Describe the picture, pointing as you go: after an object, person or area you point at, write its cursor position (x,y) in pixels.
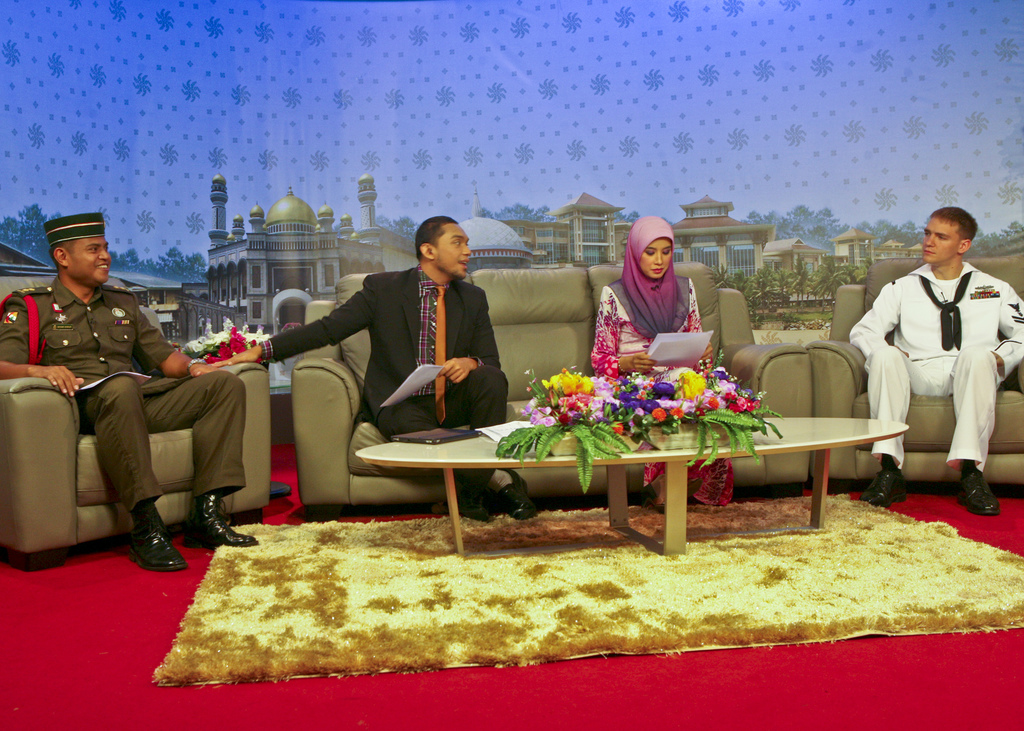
In this picture we can see four persons (68,383) are sitting on the sofa (59,552). This is floor (36,682). There is a table (794,427). On the table (808,421) there are flower bouquets (665,398). On the background (554,121) there is a wall (475,187) and this is building (280,258).
